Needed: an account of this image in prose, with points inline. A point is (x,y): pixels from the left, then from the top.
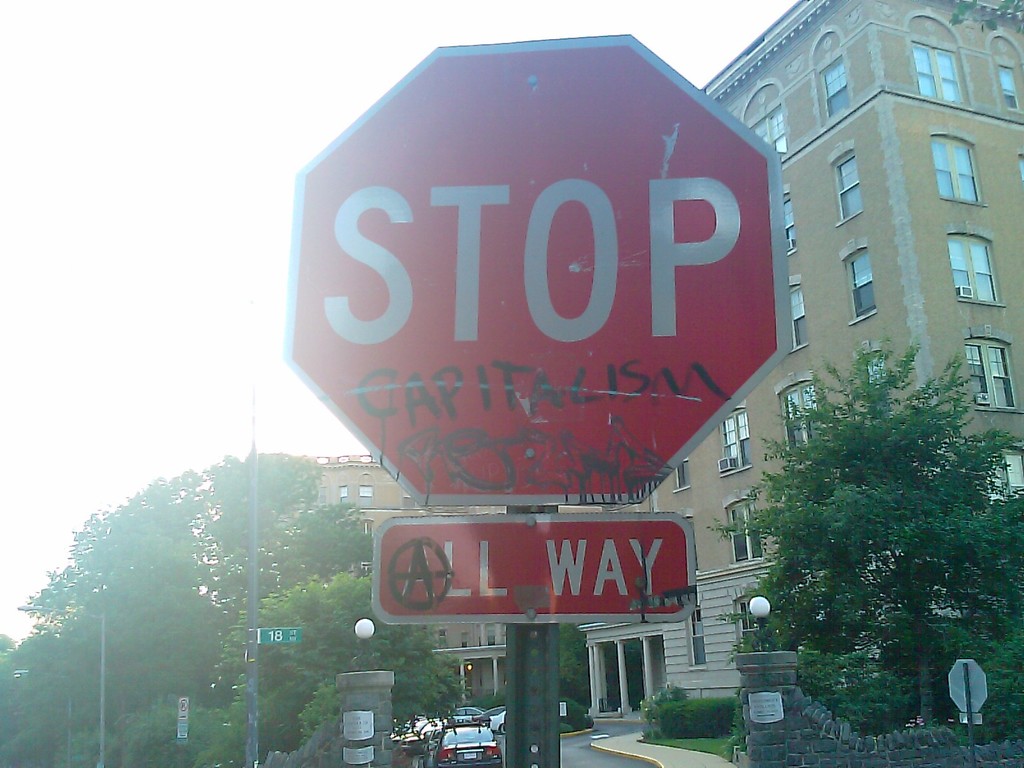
In this picture we can see a STOP signboard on a pole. There are a few boards (277,632) on the poles (549,762). We can see vehicles (427,732) on the road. There are trees (892,484) on the left (150,717) and right side of the image (805,630). We can see a building (927,151) in the background (814,325).
